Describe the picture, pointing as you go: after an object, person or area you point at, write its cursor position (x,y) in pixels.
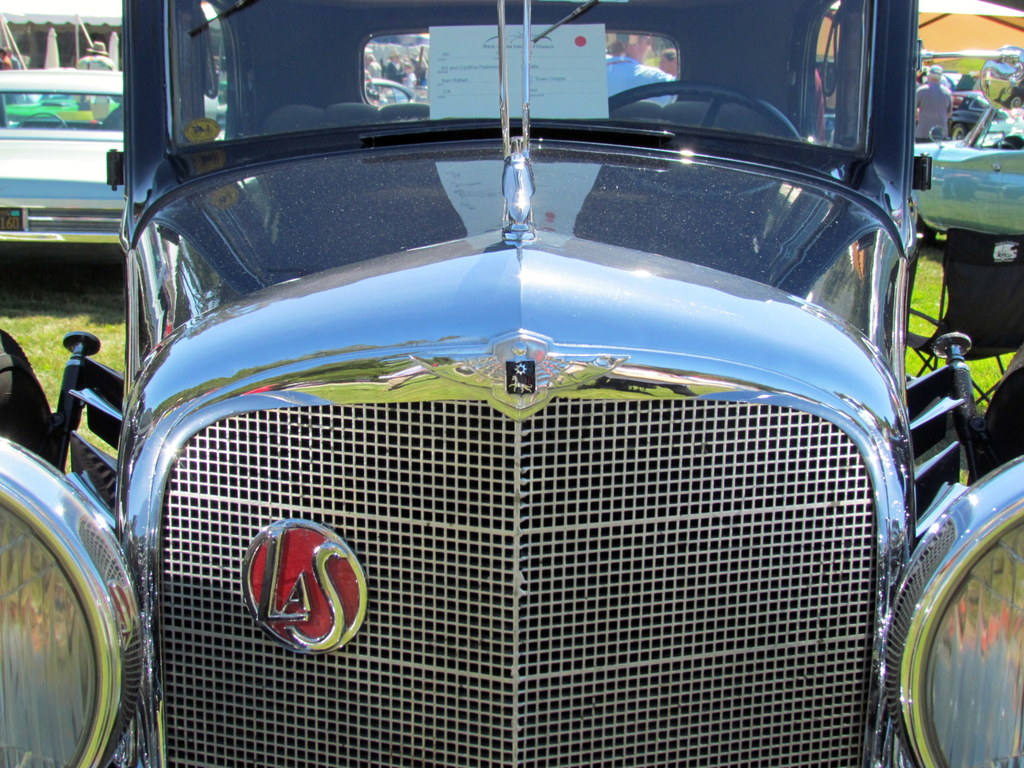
In this picture we can see few cars (853,323) on the grass (980,373), in the background (946,102) we can find few tents (42,37) and group of people (936,115).
